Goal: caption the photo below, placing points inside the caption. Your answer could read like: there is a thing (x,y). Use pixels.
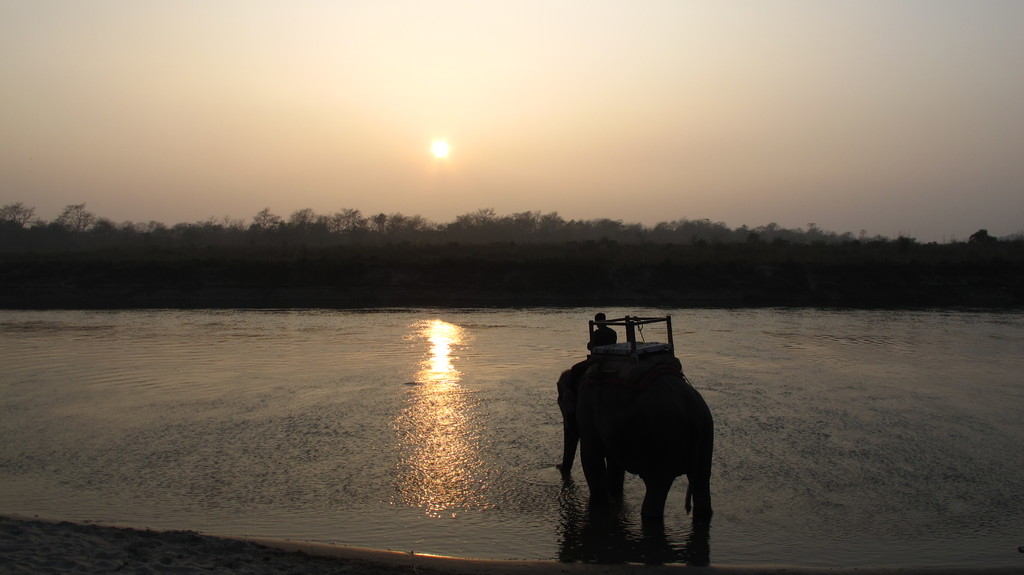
In this picture with an elephant (643,443) with howdah (636,350) and a person (596,335) is sitting on it. In front of the elephant (585,403) there are trees (353,238), water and the sky (527,139).
